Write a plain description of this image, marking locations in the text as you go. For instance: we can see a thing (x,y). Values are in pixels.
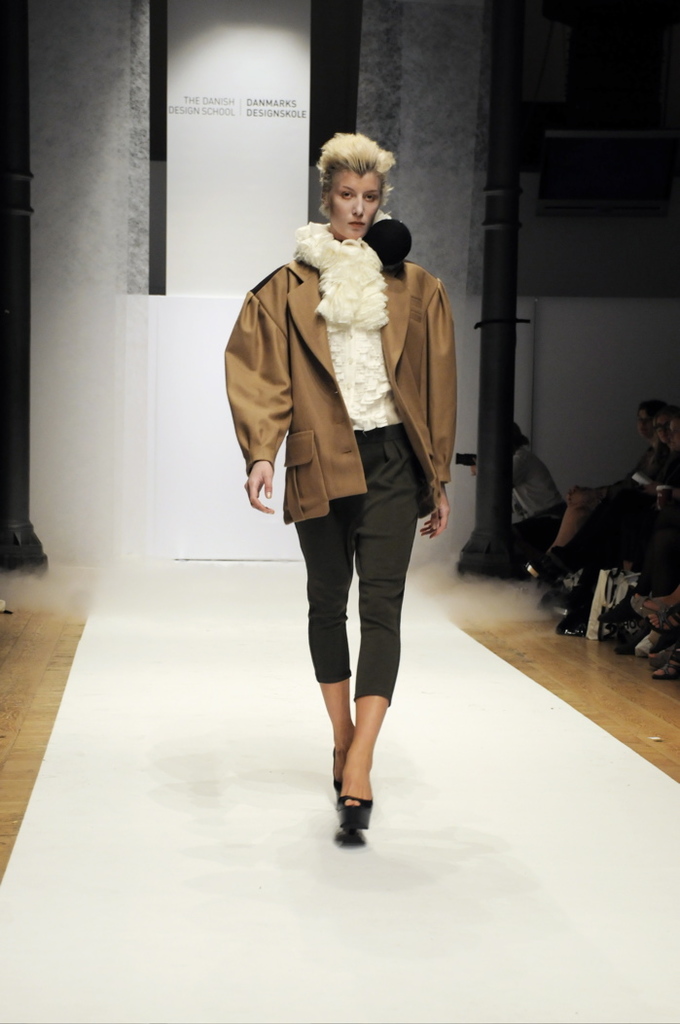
In this image we can see a lady (337,531) walking on a platform (250,888). In the back (496,246) there are poles (2,272). On the right side (592,532) few people (626,528) are sitting.
